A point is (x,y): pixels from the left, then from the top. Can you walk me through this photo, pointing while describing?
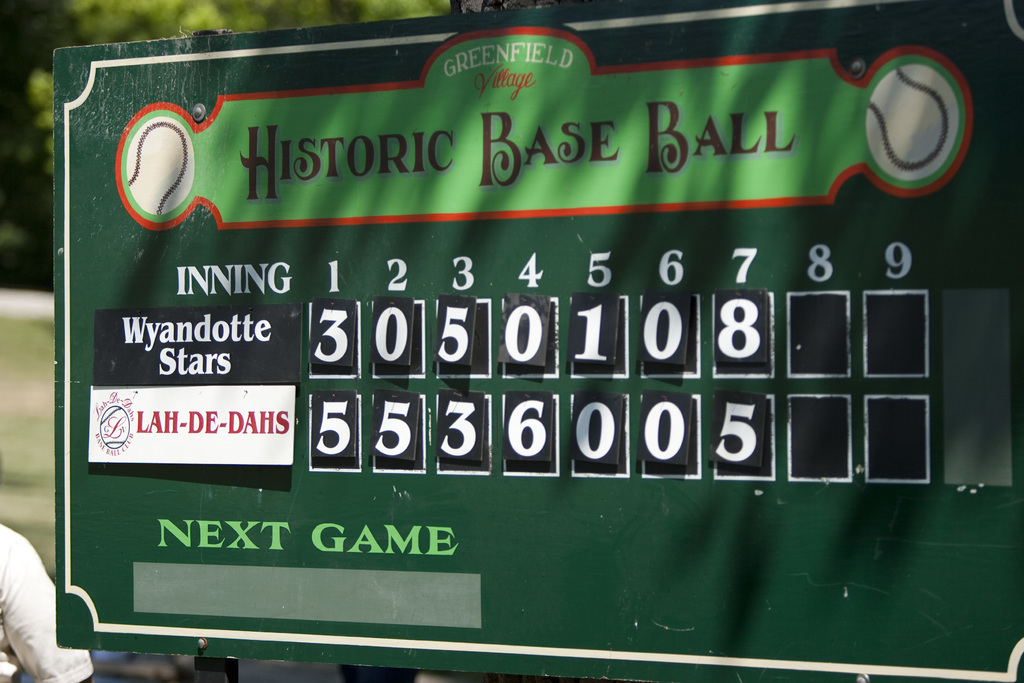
In the center of the image (456,339) we can see one banner (362,165). On the banner (362,165), we can see some numbers (540,276) and some text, in which it is written as "Historic Baseball". At the bottom left side of the image (24,557) we can see one person (12,650). In the background (64,41) we can see trees (328,14), grass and a few other objects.
